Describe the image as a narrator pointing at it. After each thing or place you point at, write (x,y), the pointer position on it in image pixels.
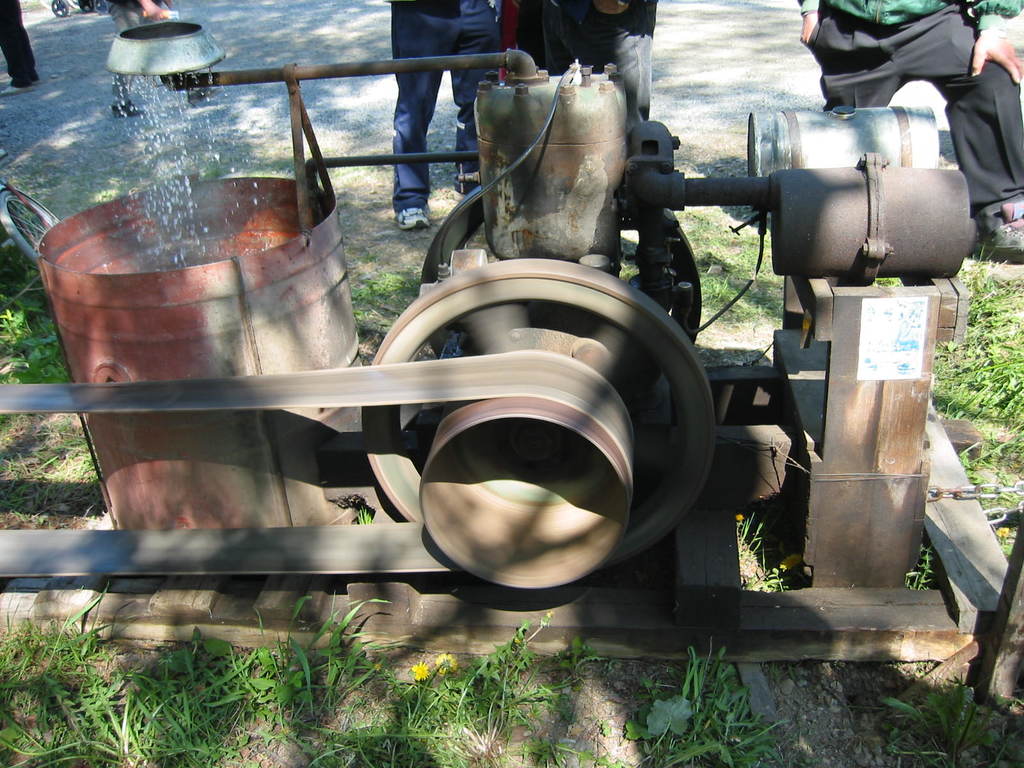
In this picture we can see a machine (584,181) on the ground (406,655) and in the background (34,138) we can see some people (569,26) on the road (41,15).
